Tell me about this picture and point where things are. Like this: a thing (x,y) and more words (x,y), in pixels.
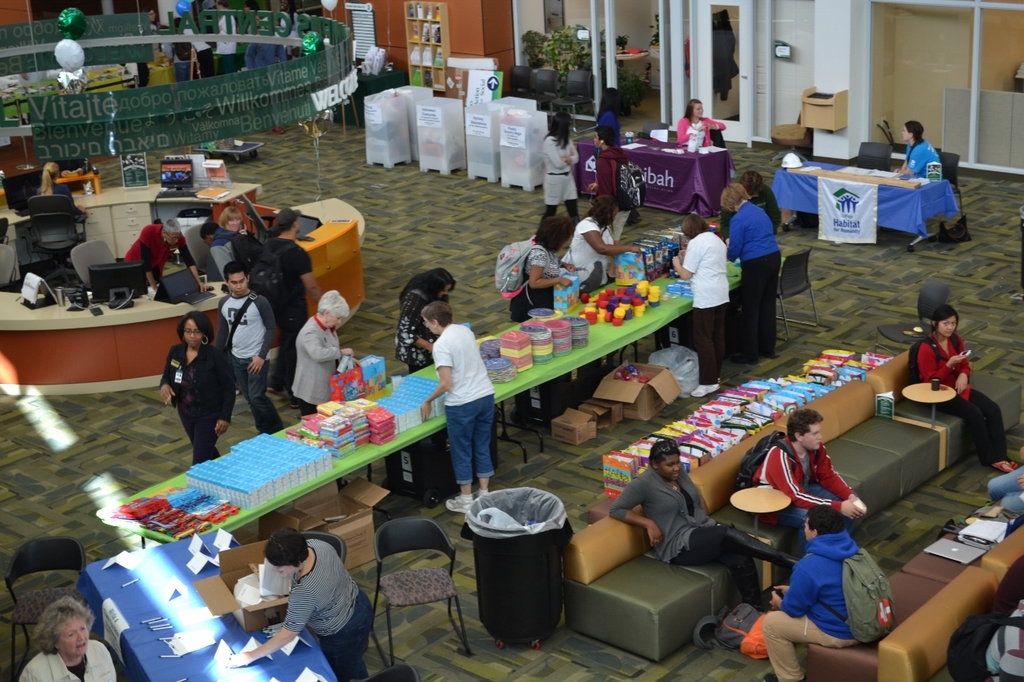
In this image there are group of people (463,370). There are books (386,421), boxes (417,384), cardboard (253,547) on the table (157,616). There are computers (107,296), laptops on the desk (106,314). At the back (553,51) there is a tree (527,38), at the top (70,65) there are balloons (81,55), at the bottom (416,506) there are cardboard box (574,438) and mat (856,279).
